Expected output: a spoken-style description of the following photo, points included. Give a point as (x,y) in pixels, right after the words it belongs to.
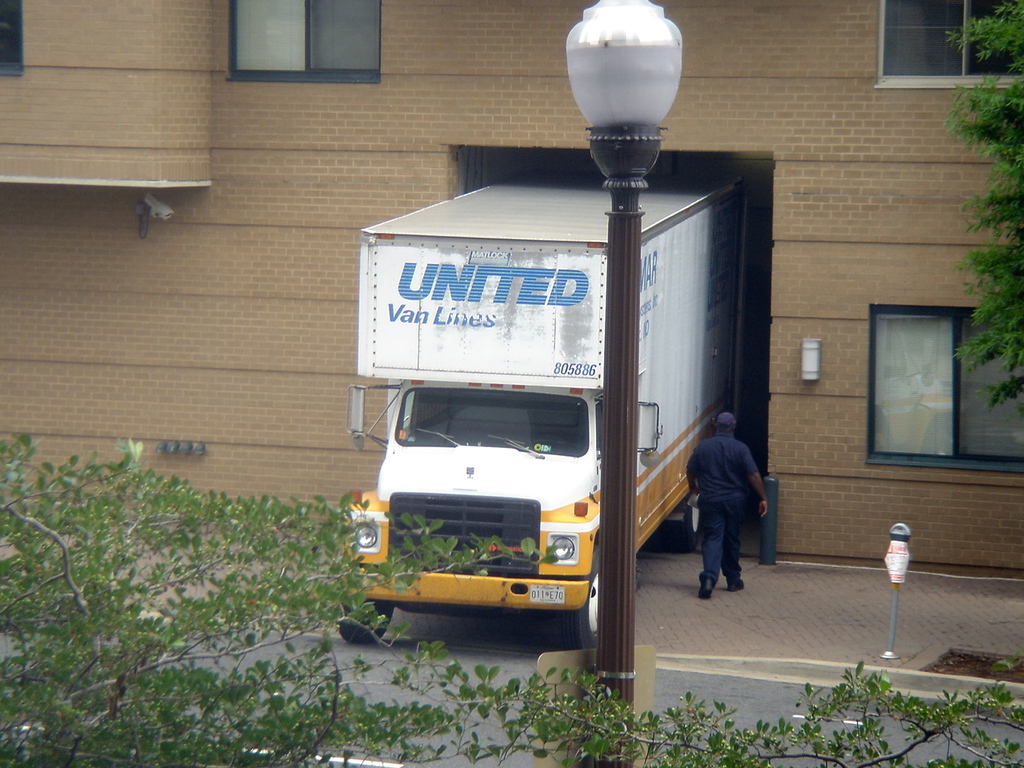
There is a building (277,77) with windows (948,442). Near to the building (890,433) there is a truck (525,467) and a person (723,464). Also there is a light pole (605,470). And we can see branches (696,707) of trees (987,211).
